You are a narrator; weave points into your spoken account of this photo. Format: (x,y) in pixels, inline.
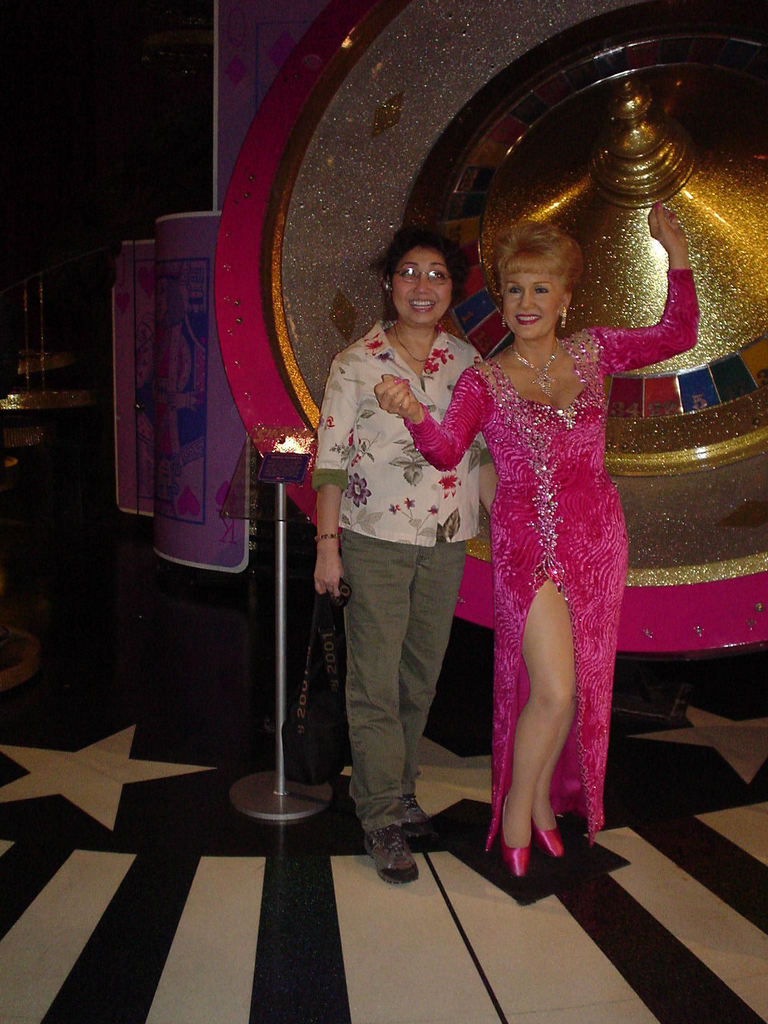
In the image we can see two women (457,510) standing and they are wearing clothes (463,486), these are the shoes (416,812) This is a neck chain (540,369), earring (564,326), and spectacles (439,277), this is a hand band (335,535) and an object (307,725) in hand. This is a floor (364,875) and a poster (196,506).
